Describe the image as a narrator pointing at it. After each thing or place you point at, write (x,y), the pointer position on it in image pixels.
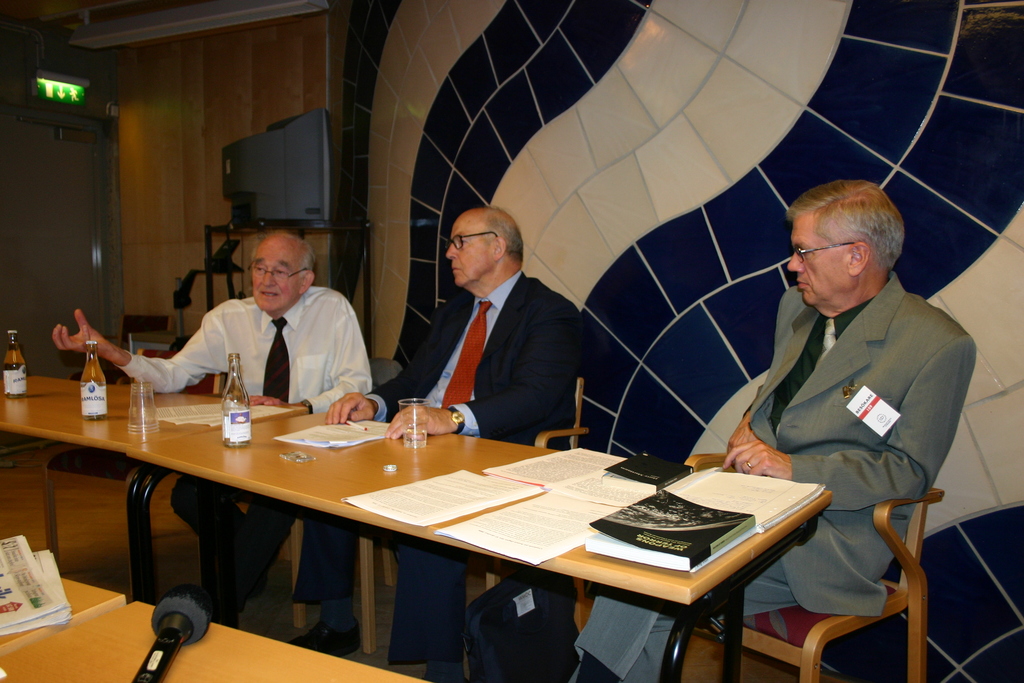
There are three people (529,301) sitting in chairs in front of table (19,403) and there are papers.
